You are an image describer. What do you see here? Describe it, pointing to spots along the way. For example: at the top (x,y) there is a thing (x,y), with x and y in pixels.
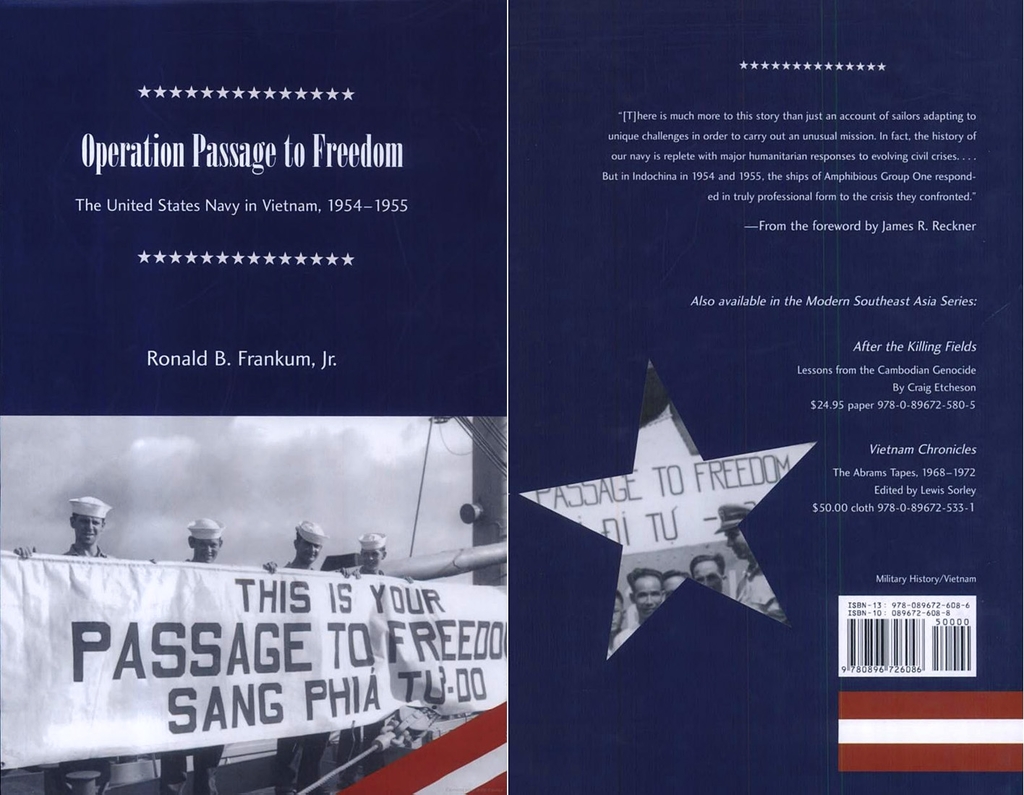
This image consists of a poster (667,693) on which I can see some text (881,490) and a picture (360,551) of four persons (369,562) who are holding a banner (161,607) in their hands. On the top of this picture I can see in the sky (286,476).
